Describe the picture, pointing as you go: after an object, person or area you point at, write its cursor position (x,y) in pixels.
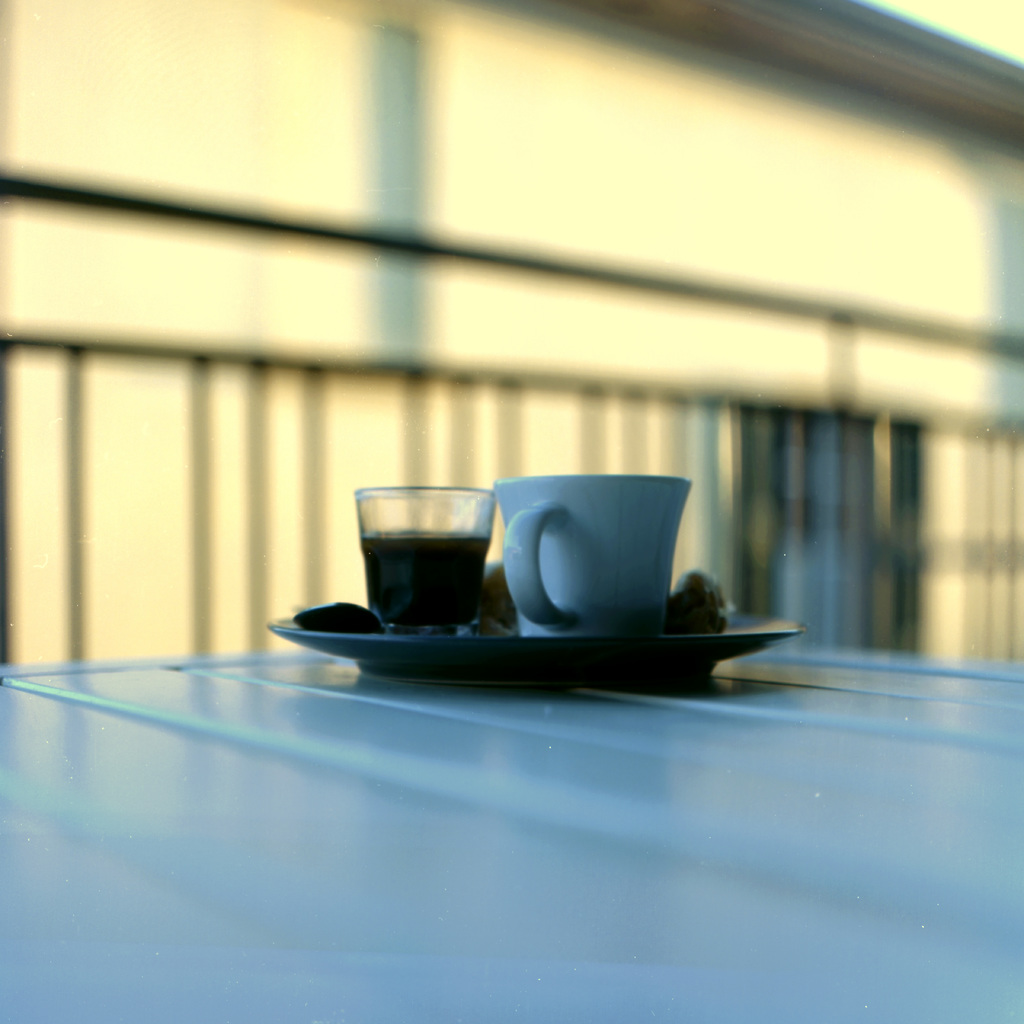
In the image there is a table (412,777) which is in white color. On table (363,683) we can see a plate (421,646), glass (409,570) with some drink (446,552) and a cup (594,534), in background (325,327) there is a yellow color wall (599,309).
